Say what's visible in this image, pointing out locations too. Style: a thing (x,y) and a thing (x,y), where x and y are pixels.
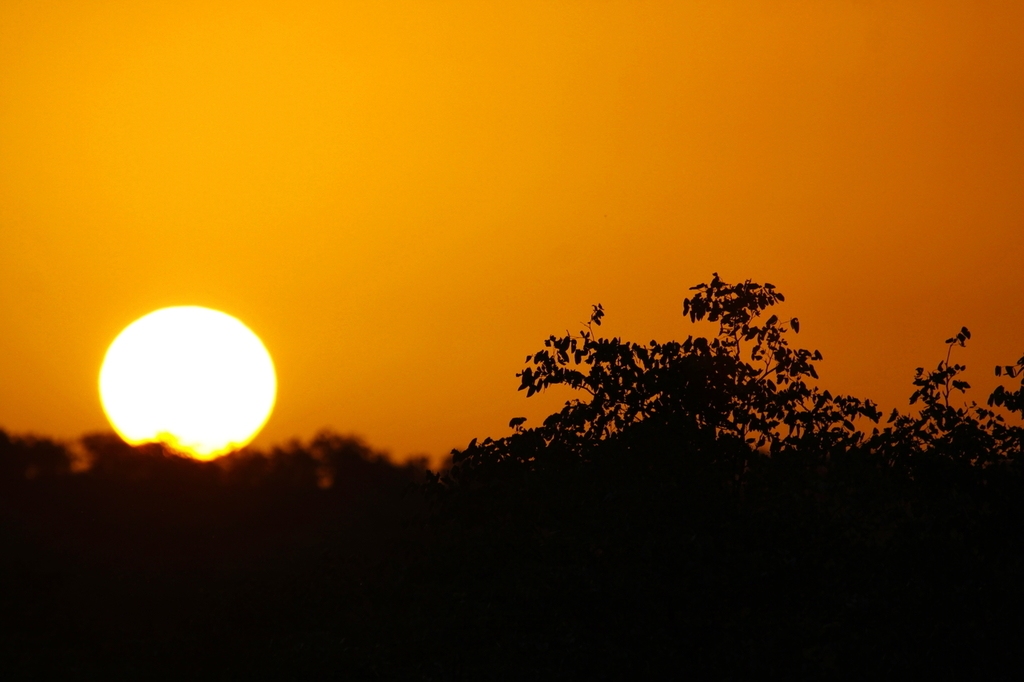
In this image there are trees (521,498), sun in the sky (395,253).
